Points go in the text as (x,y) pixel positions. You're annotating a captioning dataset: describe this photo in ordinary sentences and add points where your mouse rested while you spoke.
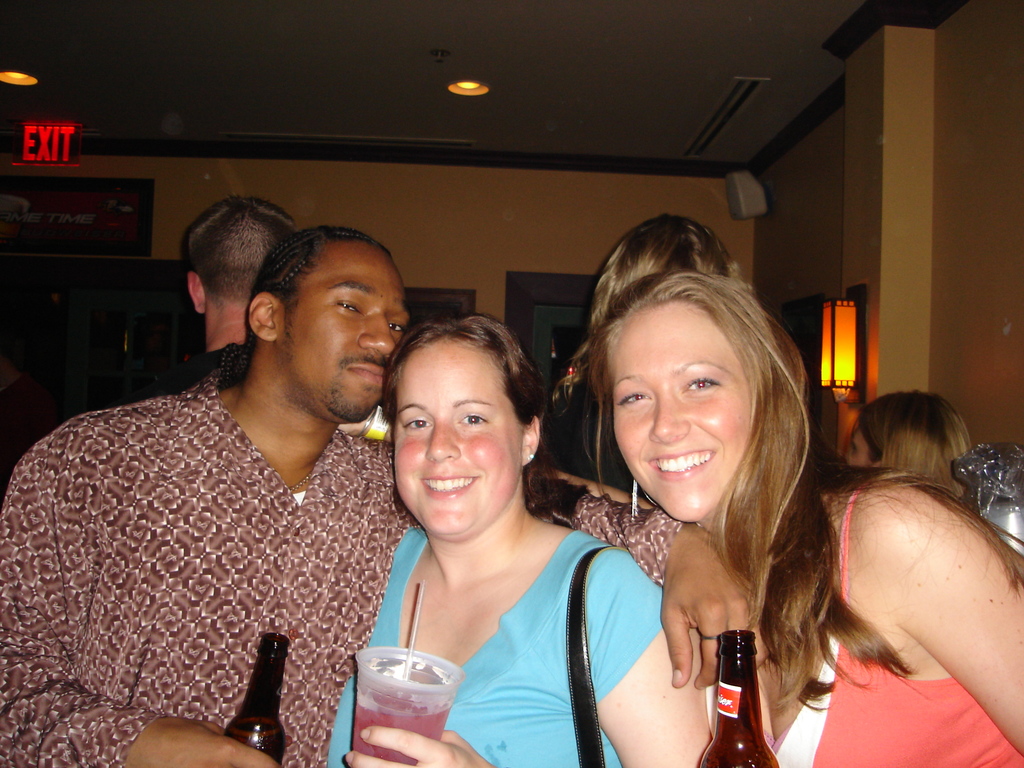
This image is taken indoors. In the background (556,240) there is a wall (898,327) with a door (578,315) and there is a lamp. At the top of the image (449,103) there is a ceiling (419,107) with a few lights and there is a signboard (50,154) with a text (42,134) on it. In the middle of the image (422,390) a man (254,586) and two women (483,620) are standing and they are holding bottles (250,703) and a tumbler (407,701) in their hands (365,737). They are with smiling faces (514,442). In the background (238,337) there are a few people (198,299).
